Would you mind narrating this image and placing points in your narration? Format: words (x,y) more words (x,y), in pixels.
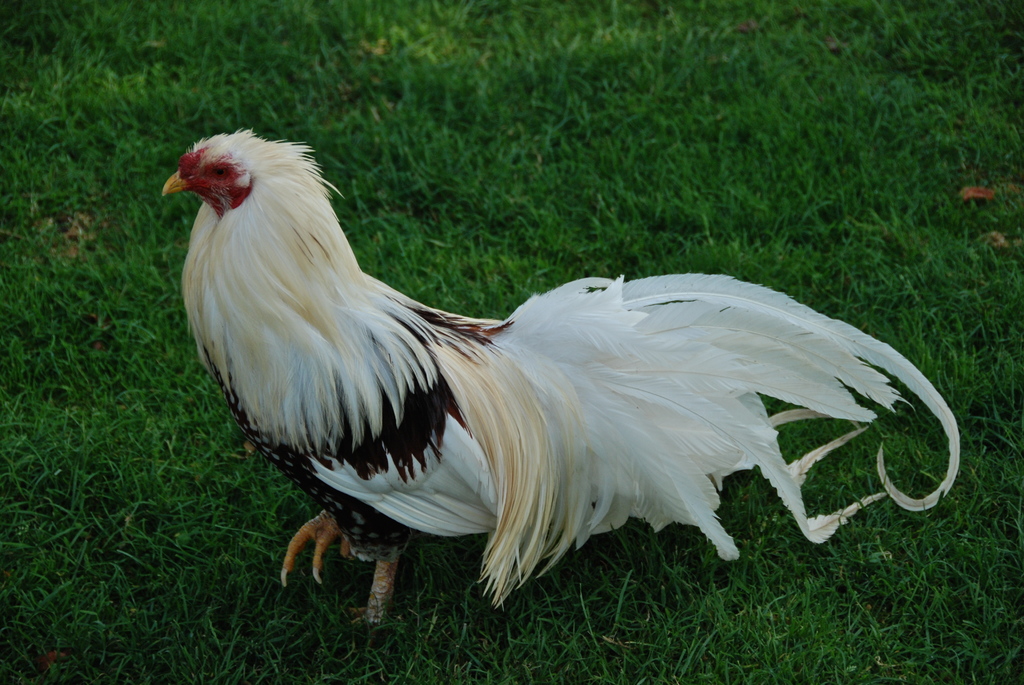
In this image we can see a bird (528,387) on the grass (677,95).
